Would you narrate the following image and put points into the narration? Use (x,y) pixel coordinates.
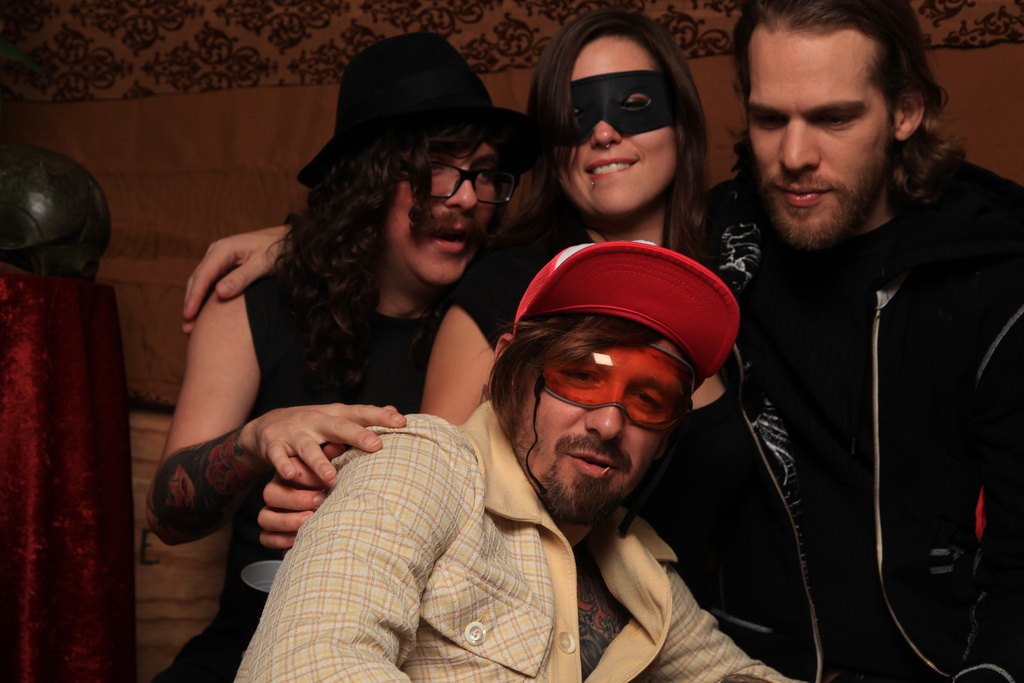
In this image, we can see four people (390,268) are posing. Background (249,146) we can see a wall (243,107). Left side of the image (103,435), we can see red and black color objects (68,433). Here we can see a tattoo (197,480) on the human arm (231,464).
